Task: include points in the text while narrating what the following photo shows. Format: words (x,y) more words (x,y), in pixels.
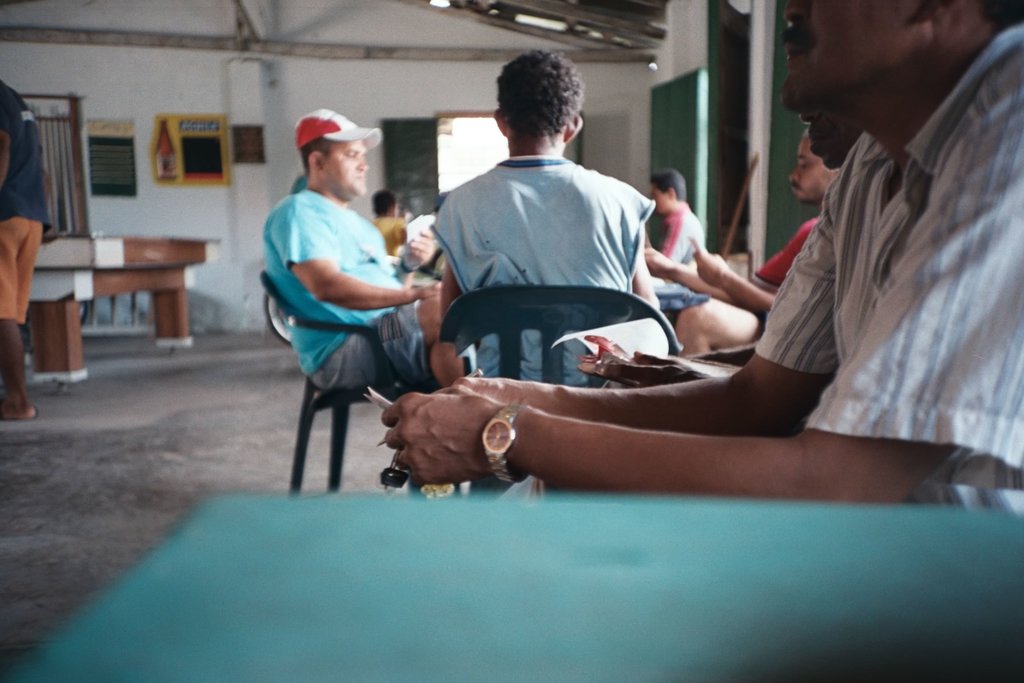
In this image there are group of people (700,390) sitting in chair (271,292) near the table (809,529), and the back ground (100,155) there is a frame (246,132) attached to wall (99,105), another person (29,261) standing, table (45,253), window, door (662,101).
